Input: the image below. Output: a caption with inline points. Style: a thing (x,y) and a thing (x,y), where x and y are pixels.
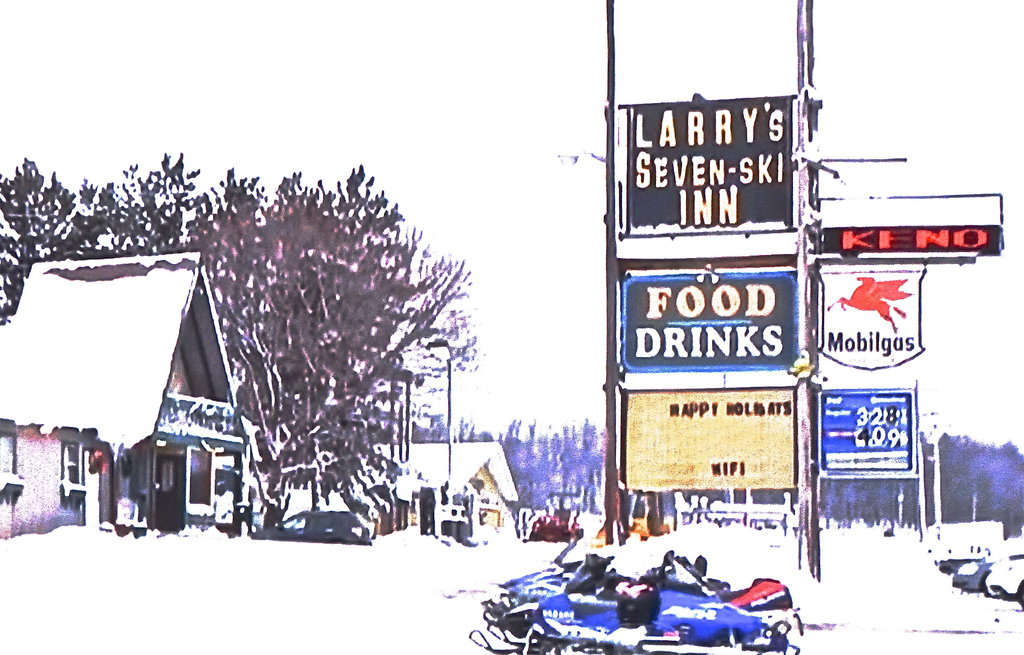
In this image in the front (681,614) there are snowmobiles (656,607) and in the center (669,282) there are boards (733,205) with some text (850,338) written on it. In the background (318,373) there are trees (598,458) and there are houses (483,471).
